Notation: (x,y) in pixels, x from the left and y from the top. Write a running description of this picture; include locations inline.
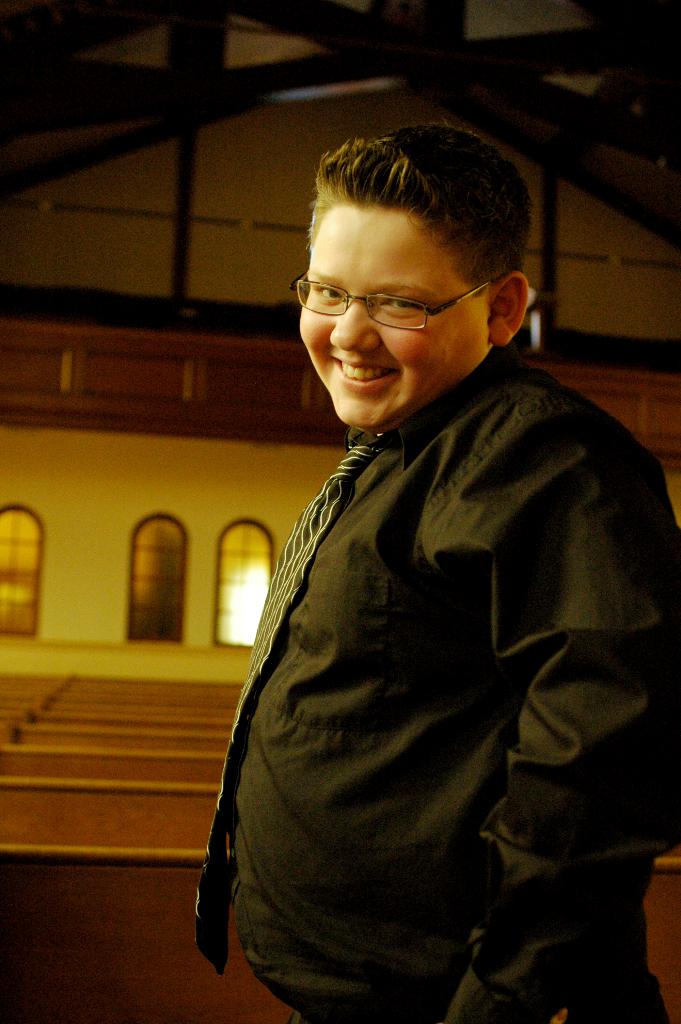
In this image we can see a person (422,693) standing and smiling. In the background (184,850) there are benches (170,820) and windows (17,590).
